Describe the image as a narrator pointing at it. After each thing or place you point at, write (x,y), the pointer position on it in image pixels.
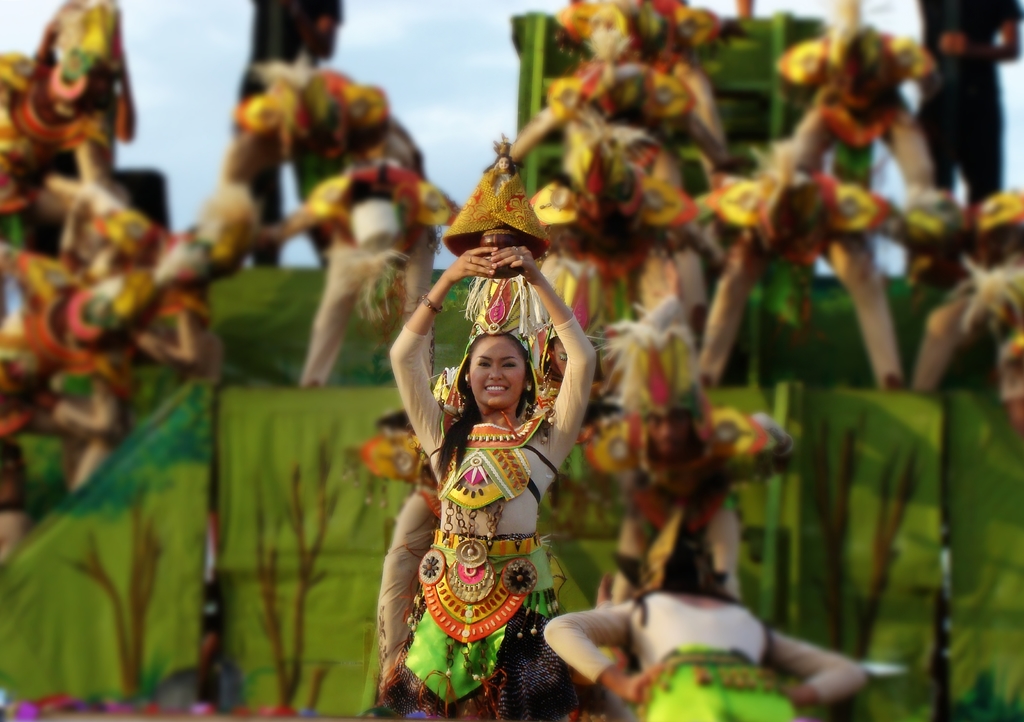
This image is taken outdoors. At the top of the image (164,49) there is the sky (473,106) with clouds (469,119). In the background (226,548) there are a few clothes (280,470) which are green in color and there are a few people (848,203) with different types of costumes (98,271). In the middle of the image (527,424) a woman (530,470) is standing and she is holding an object (489,241) in her hands (493,248). She is with a smiling face (477,355).
